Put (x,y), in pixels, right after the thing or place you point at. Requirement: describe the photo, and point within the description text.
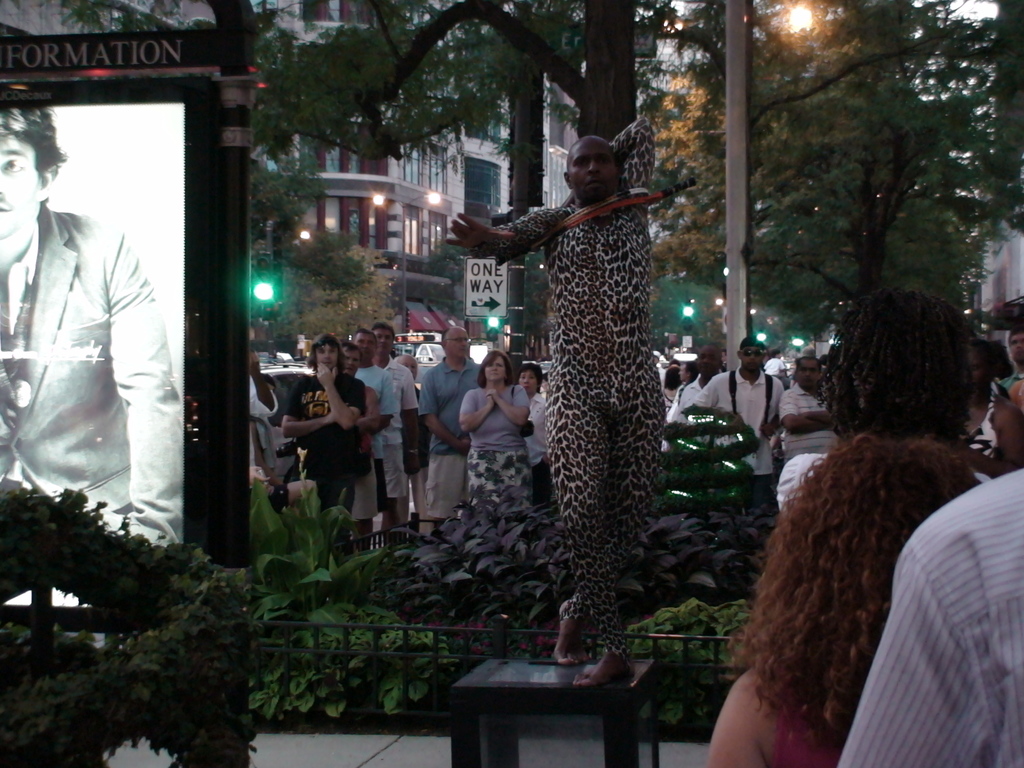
In the middle of this image (637,270), there is a person (559,321) doing a performance on a wooden stool (555,701). On the right side (829,506), there are persons (895,366) watching him. On the left side (72,426), there is a screen (153,105). Beside this screen (173,531), there are plants (142,629). In the background (288,552), there are persons (690,367) watching him, there are plants (718,437), trees (932,210), lights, vehicles (283,374) and buildings (303,7).
